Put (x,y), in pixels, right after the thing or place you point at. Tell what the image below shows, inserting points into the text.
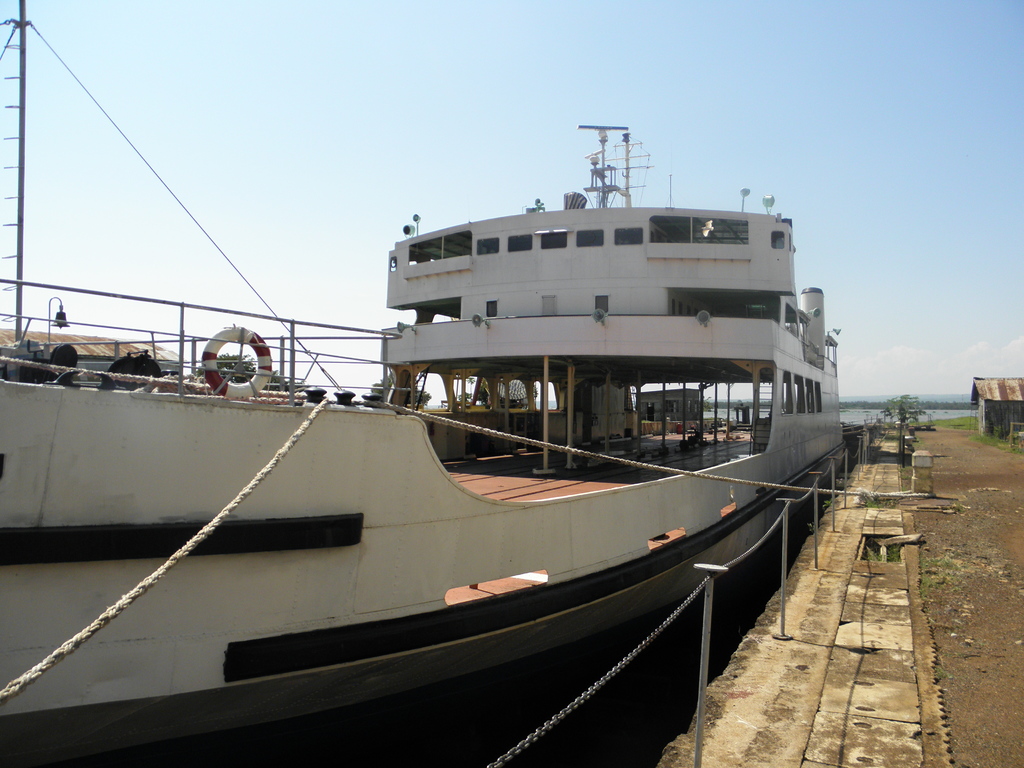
In this image we can see ship (563,551), ropes (179,554), grass (998,436) and in the background (460,28) we can see the sky (366,128).
